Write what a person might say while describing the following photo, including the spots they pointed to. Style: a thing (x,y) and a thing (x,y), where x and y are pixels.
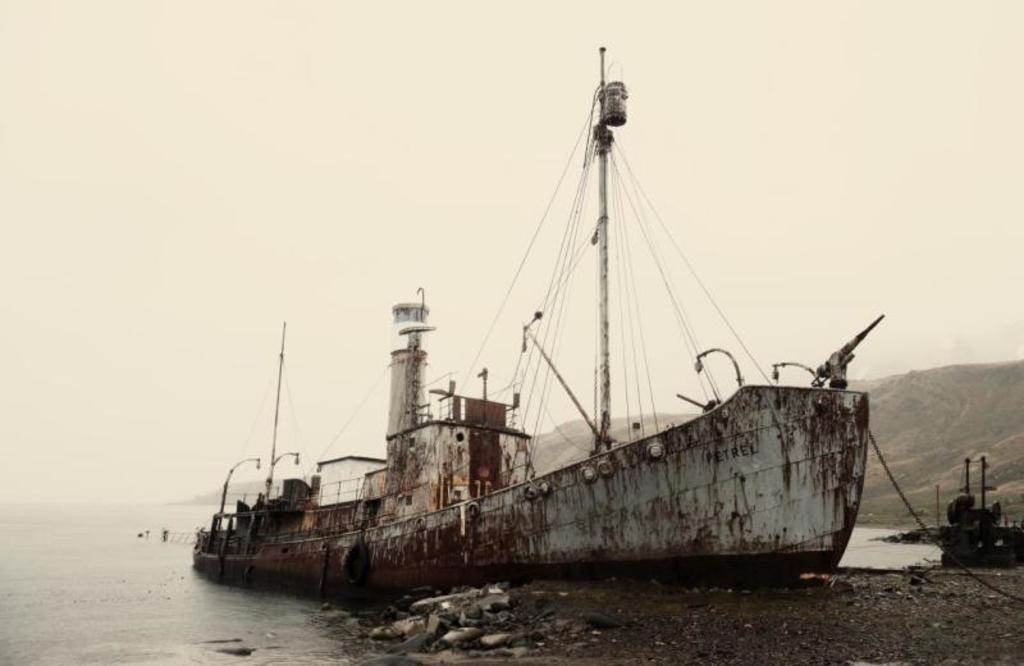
In this image there is a boat (233,553) in the water (141,568). On the right side of the image (1008,549) there is a some object (971,534). In the background of the image (534,442) there are mountains (536,447) and sky (349,157).
